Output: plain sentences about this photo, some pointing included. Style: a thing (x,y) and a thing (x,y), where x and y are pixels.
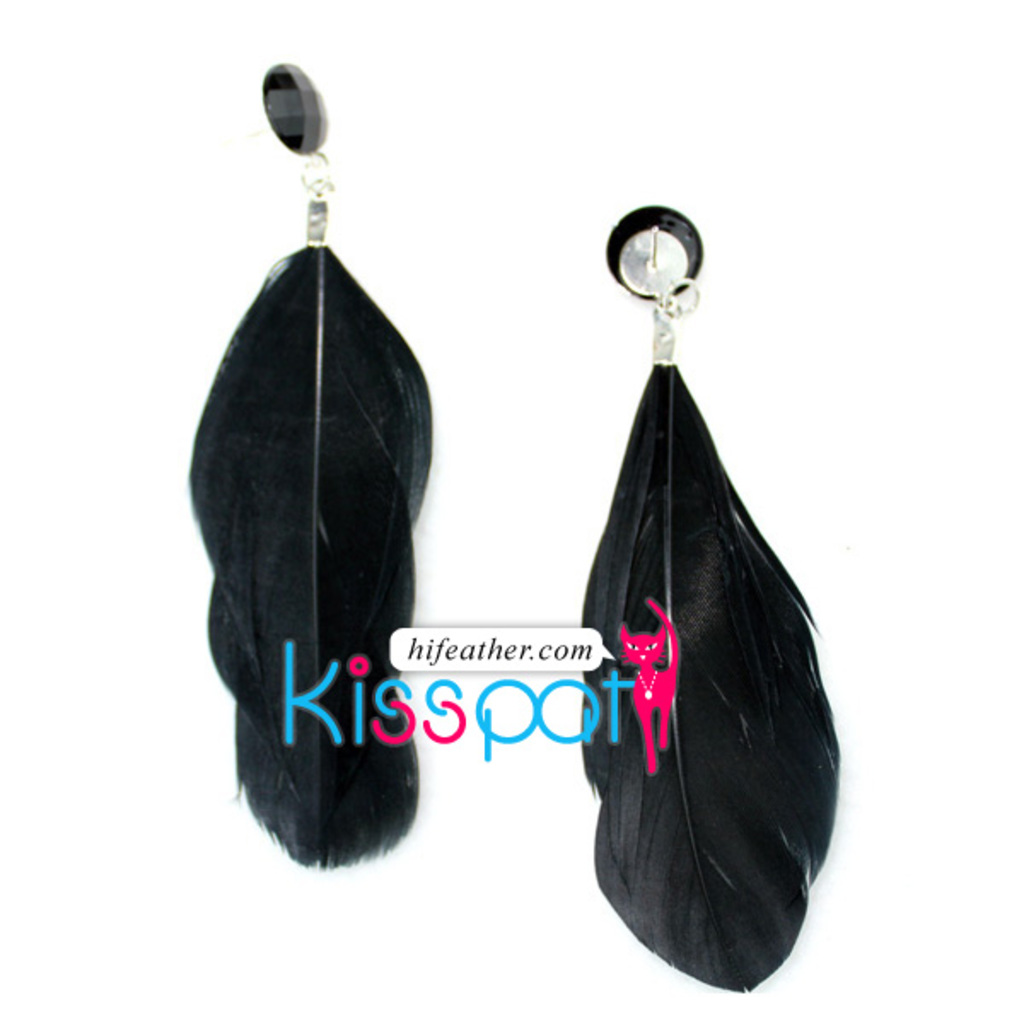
In this image we can see set of earrings (391,612).
